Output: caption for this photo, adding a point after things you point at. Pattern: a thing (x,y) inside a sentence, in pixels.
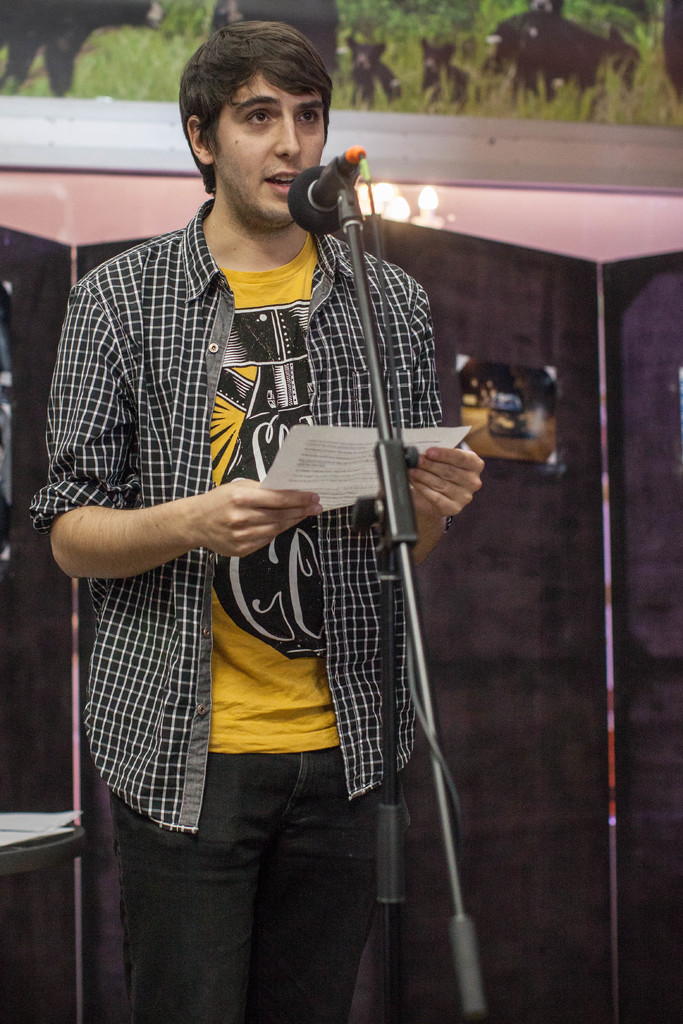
In this image there is a man (175,369) standing on the floor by holding the paper (337,463). In front of him there is a mic (313,192) and a mic stand (345,218). In the background (527,114) there is a screen (511,49). At the top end there is a black colour fencing (496,586) at the back side (559,746).
